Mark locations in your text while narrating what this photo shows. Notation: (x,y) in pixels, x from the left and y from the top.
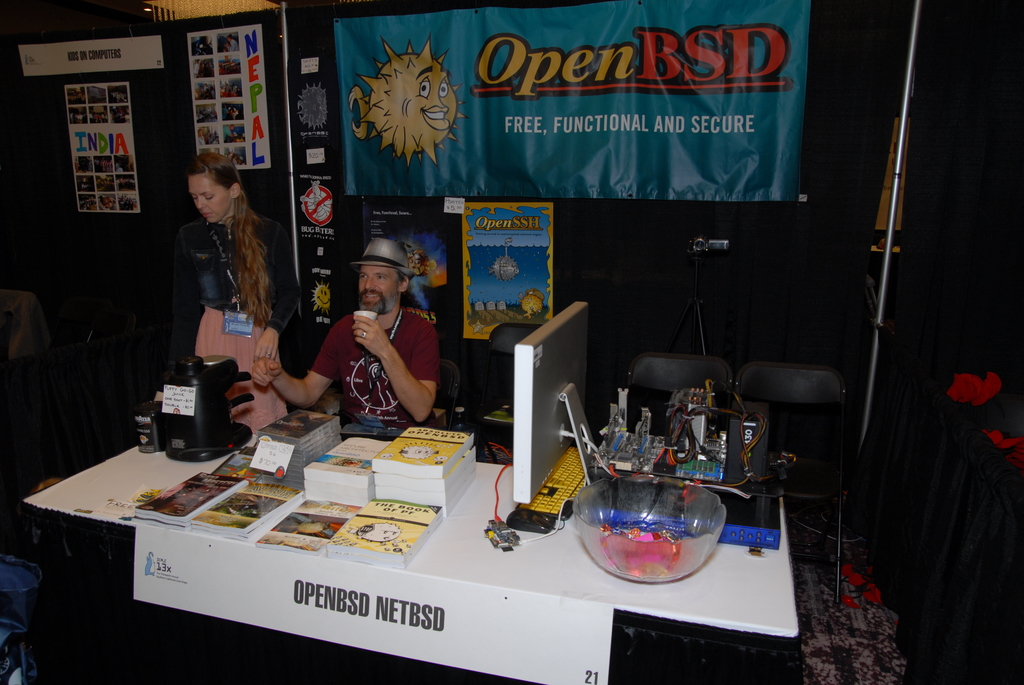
This image consists of two persons (257,331). In the front (246,439), there is a table (411,656) on which there are many books (329,477) and a computer (532,496) along with keyboard (547,491) are kept. In the background (37,225), there is a wall (63,273) on which we can see posters (477,209) and a banner (612,21). On the right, there is a thin rod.
